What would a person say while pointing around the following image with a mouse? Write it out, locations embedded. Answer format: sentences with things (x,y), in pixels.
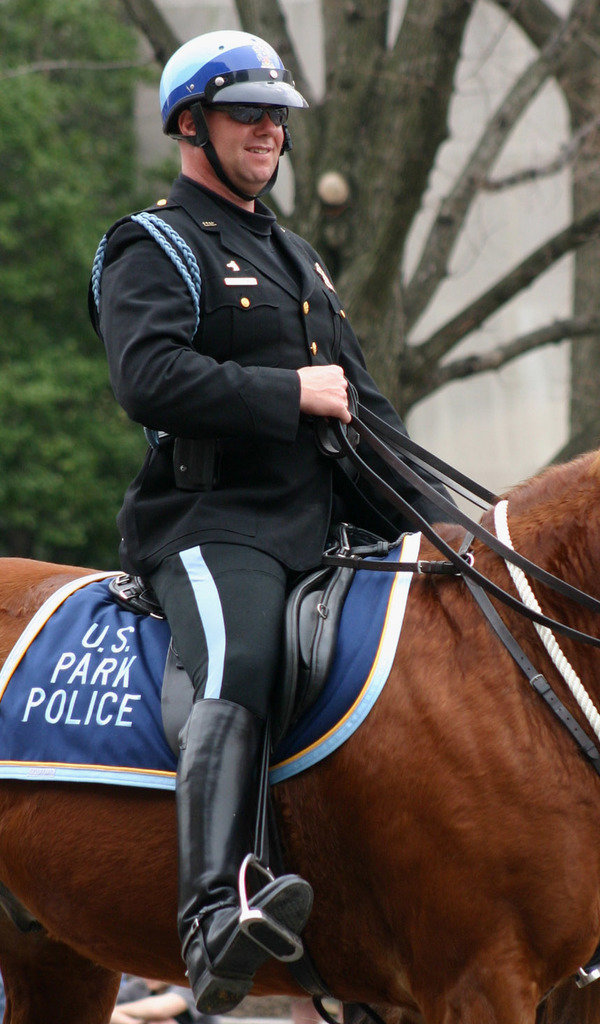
In this picture I see a man (240,373) who is sitting on a horse (449,537) and I see that he is wearing a uniform (261,293) and he is smiling and on the horse (37,589) I see a cloth (78,611) on which something is written and in the background (36,442) I see few trees (25,490).
